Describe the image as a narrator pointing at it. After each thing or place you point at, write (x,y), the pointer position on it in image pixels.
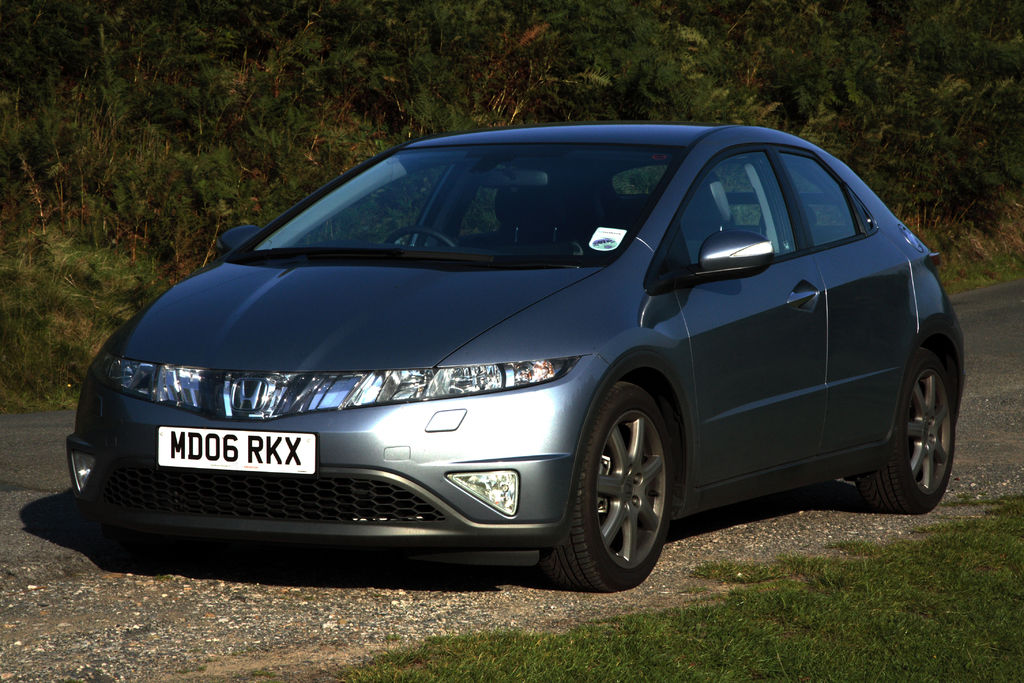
In this picture we can see a car (703,429), at the bottom (814,643) there is grass (814,643), in the background (542,100) we can see trees (521,60).
